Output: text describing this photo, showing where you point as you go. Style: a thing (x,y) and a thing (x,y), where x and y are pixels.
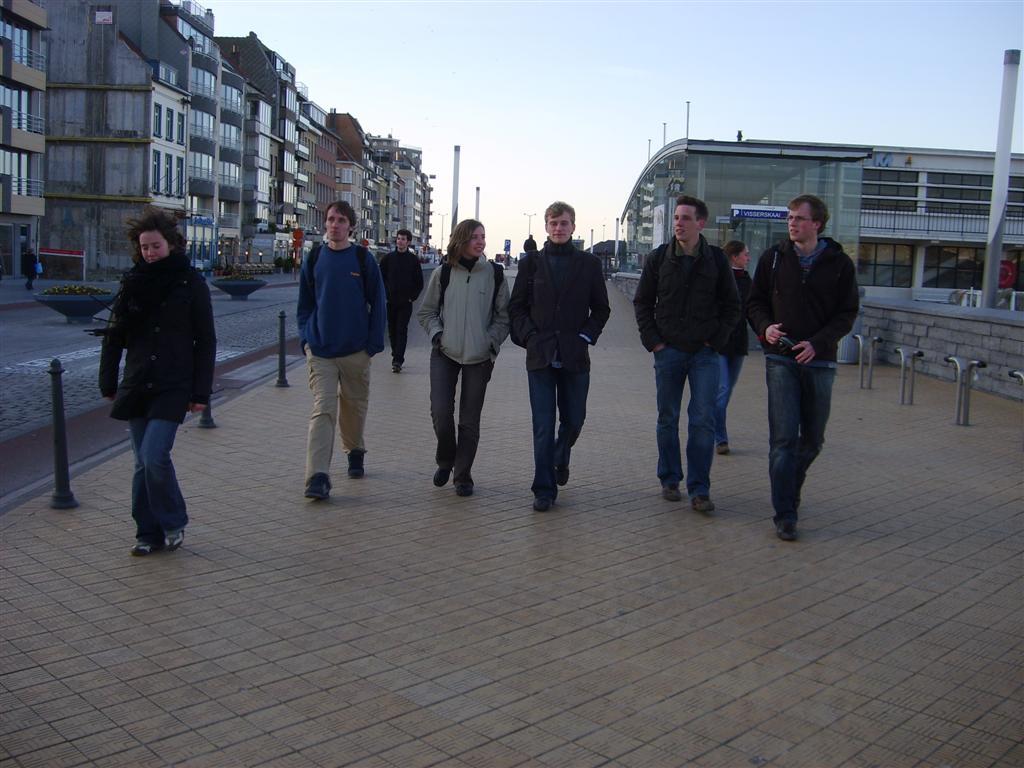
In the picture I can see some persons (575,391) walking through the footpath (426,433), there are some buildings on left (224,240) and background of the picture (6,175) and top of the picture (620,228) there is clear sky (632,126).
